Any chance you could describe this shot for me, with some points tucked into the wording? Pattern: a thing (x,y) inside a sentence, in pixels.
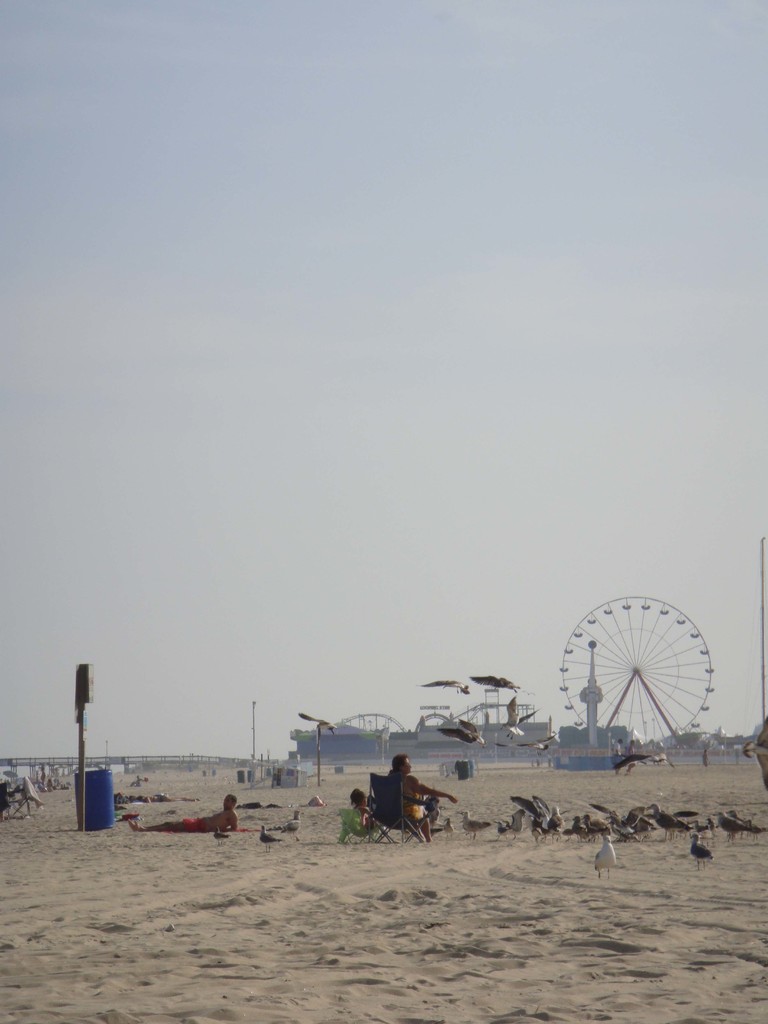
In the center of the image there is a person (408,781) sitting on chair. There are birds (635,756). At the bottom of the image (343,926) there is sand (464,1002). In the background of the image (591,747) there are buildings (437,740). There is a giant wheel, sky (680,589). To the left side of the image (97,780) there is a blue color drum (95,810) and there is a pole (83,744).
